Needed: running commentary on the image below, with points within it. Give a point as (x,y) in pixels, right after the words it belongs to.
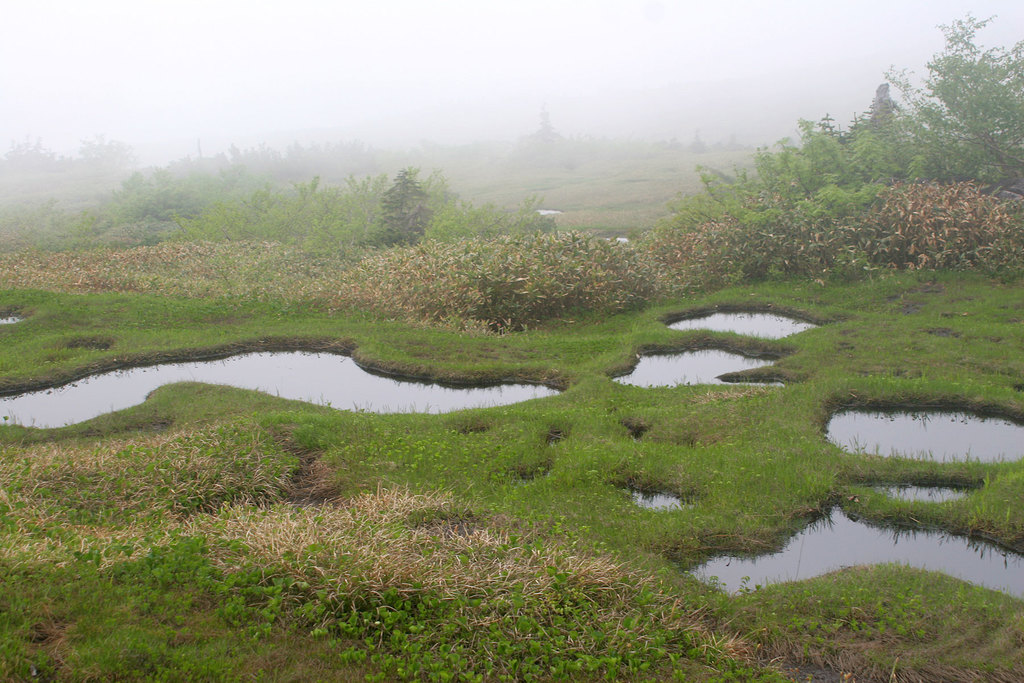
In this image we can see water (884,446), grass (532,497), group of plants (530,298). In the background (1002,148), we can see a group of trees (949,106) and the sky (457,102).
